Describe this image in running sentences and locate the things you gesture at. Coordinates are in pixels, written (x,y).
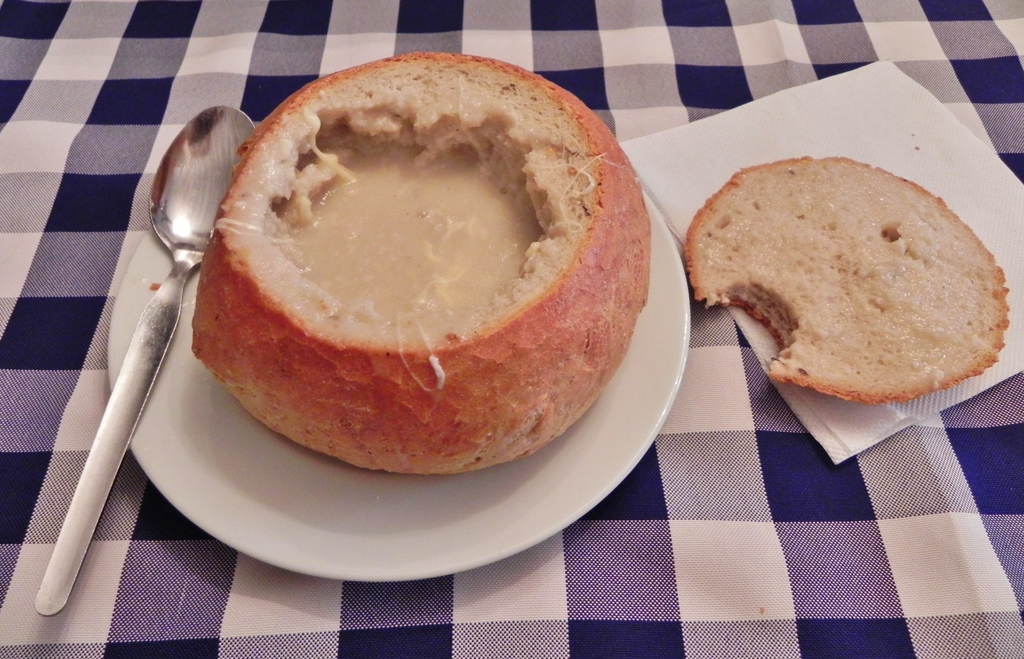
In this image we can see food items (725,285) on the plate (472,561), and paper napkin (835,400), there is a spoon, which are on the cloth (750,27).
